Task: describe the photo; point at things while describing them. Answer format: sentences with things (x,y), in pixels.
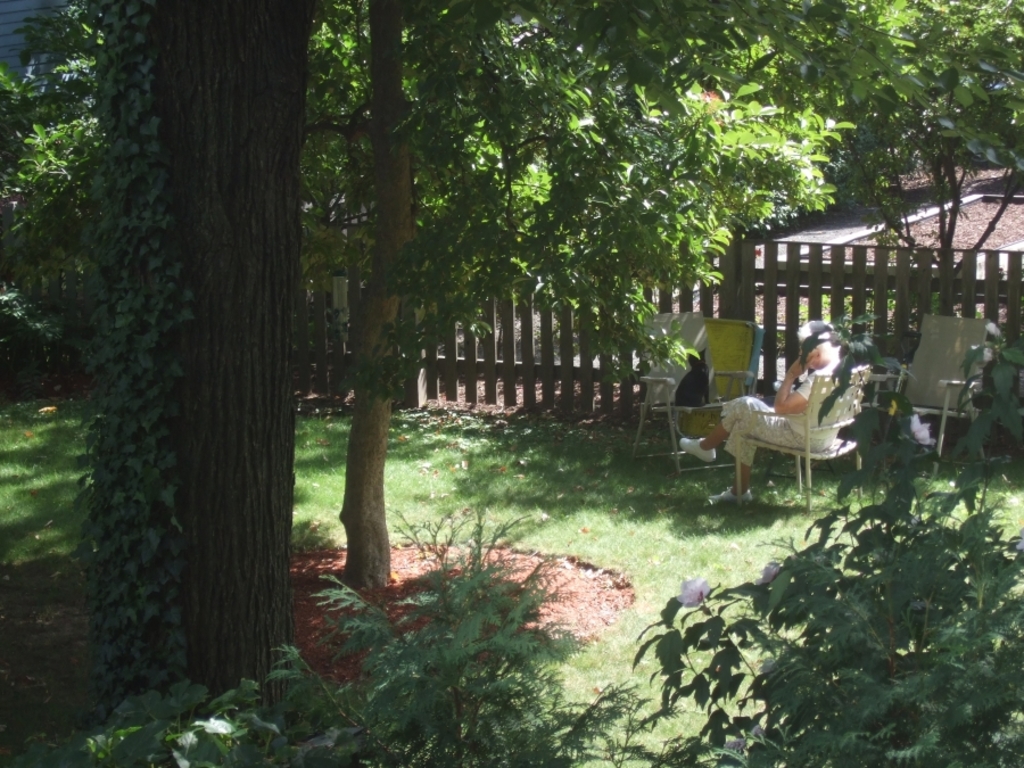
In this image, we can see some green color plants (807,688) and trees (300,198), at the right side (811,452) there is a person (741,481) sitting on the chair (852,399), there is a fencing (738,304).
